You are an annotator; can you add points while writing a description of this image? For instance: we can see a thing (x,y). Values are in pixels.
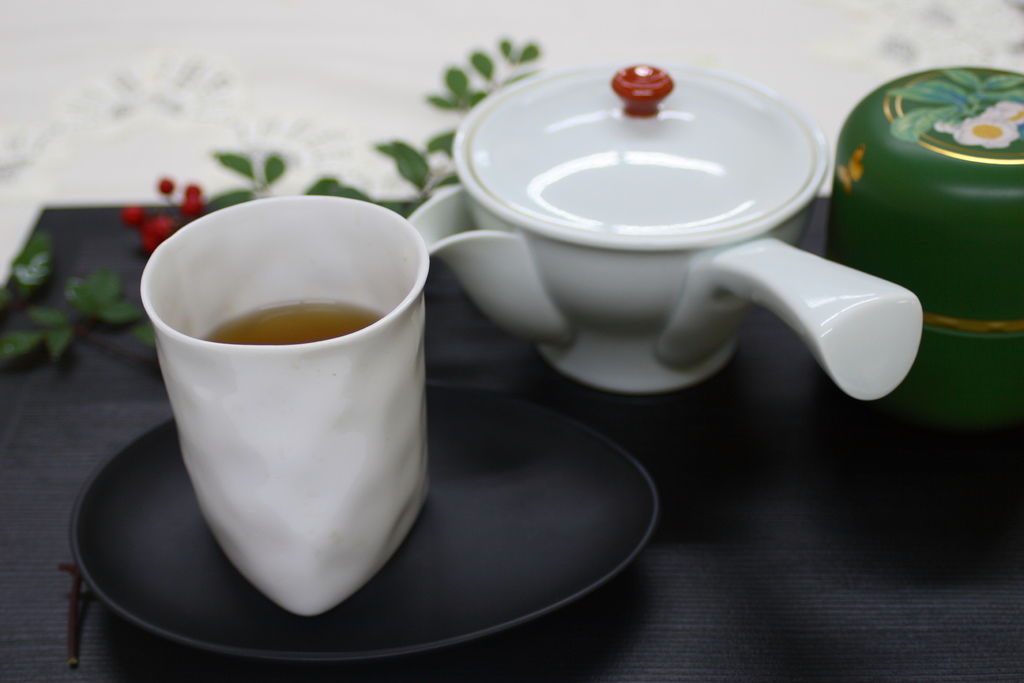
A kettle (577,211) and a cup (392,345) are on a table (20,474).
